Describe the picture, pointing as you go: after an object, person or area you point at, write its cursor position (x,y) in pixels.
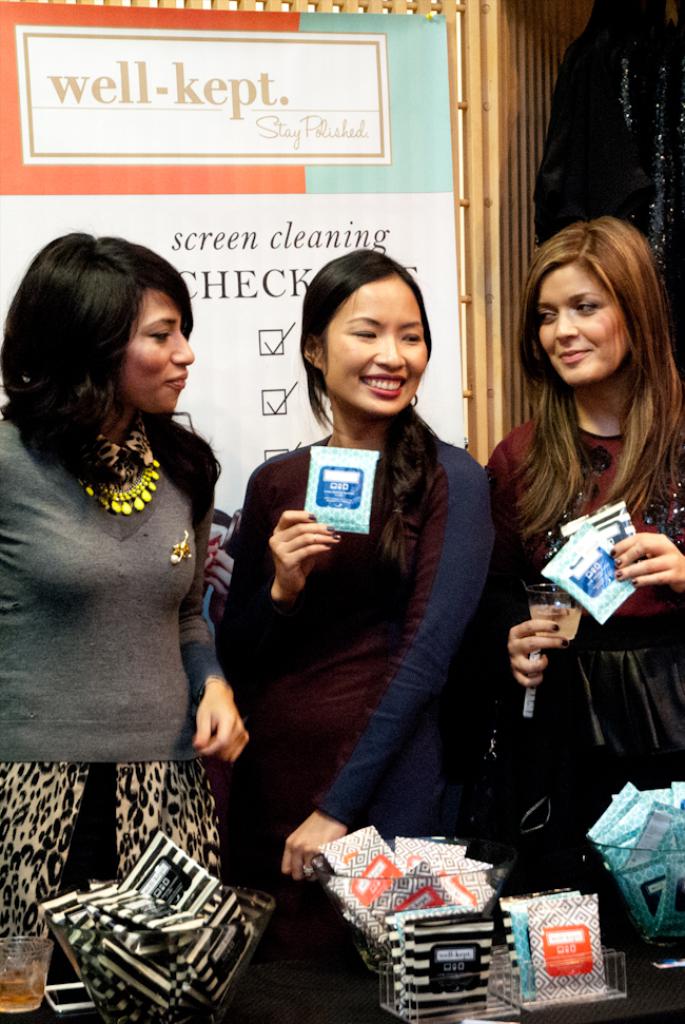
In this image I see 3 women (359,351) in which these both of them are smiling and I see that they're holding few things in their hands (643,570) and I see few more things (247,916) over here and I see a glass (44,993) over here. In the background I see something is written over here and I see the black color thing (571,195) over here.
